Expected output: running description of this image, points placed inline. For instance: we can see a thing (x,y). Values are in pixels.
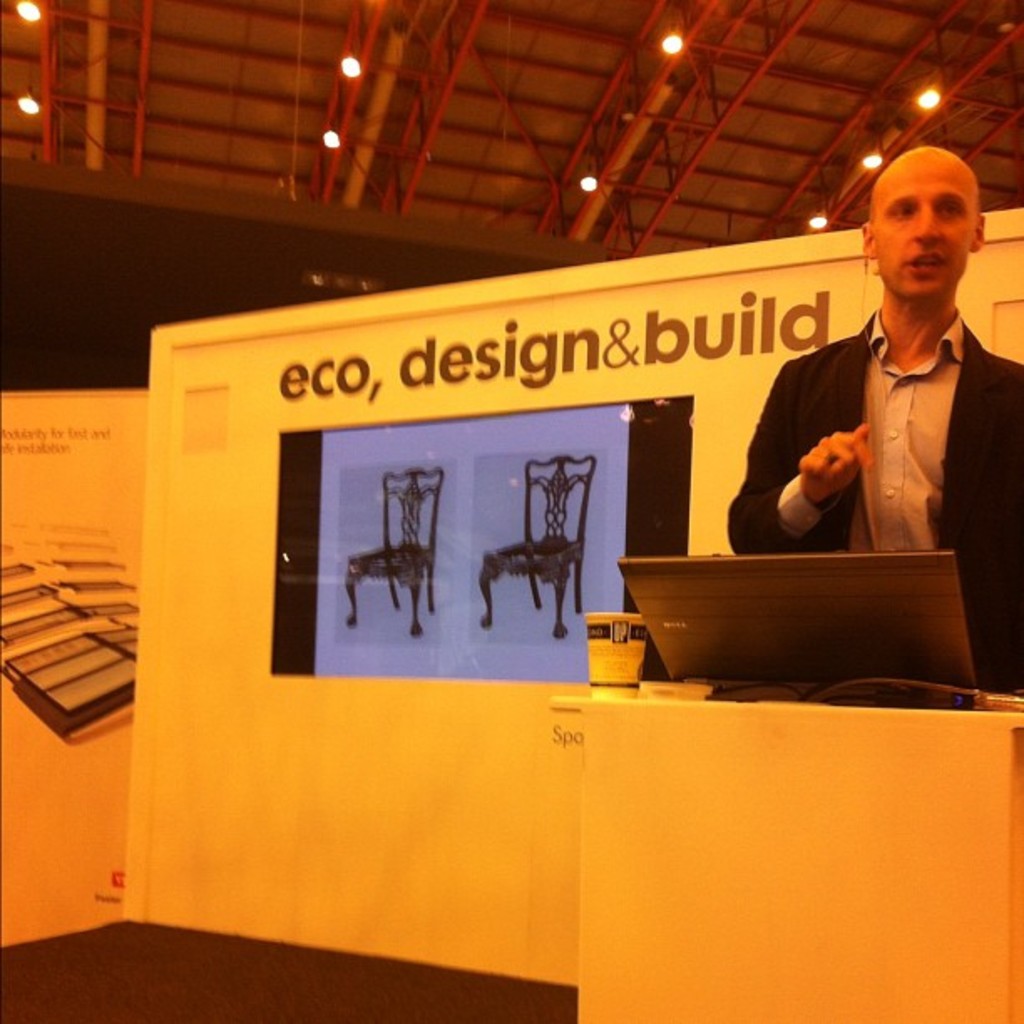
The man (846,513) on the right side (883,507) wearing the black blazer (966,434) is standing and he is trying to talk something. In front of him, we see a podium (770,875) on which white glass (619,679) and a laptop (787,663) are placed. Behind him, we see a white banner (404,787) or a board (329,812) with some text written on it. On the left side (34,448), we see a white board (19,626). At the top (187,155), we see the roof (244,41) of the building (473,104) and we even see the lights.
